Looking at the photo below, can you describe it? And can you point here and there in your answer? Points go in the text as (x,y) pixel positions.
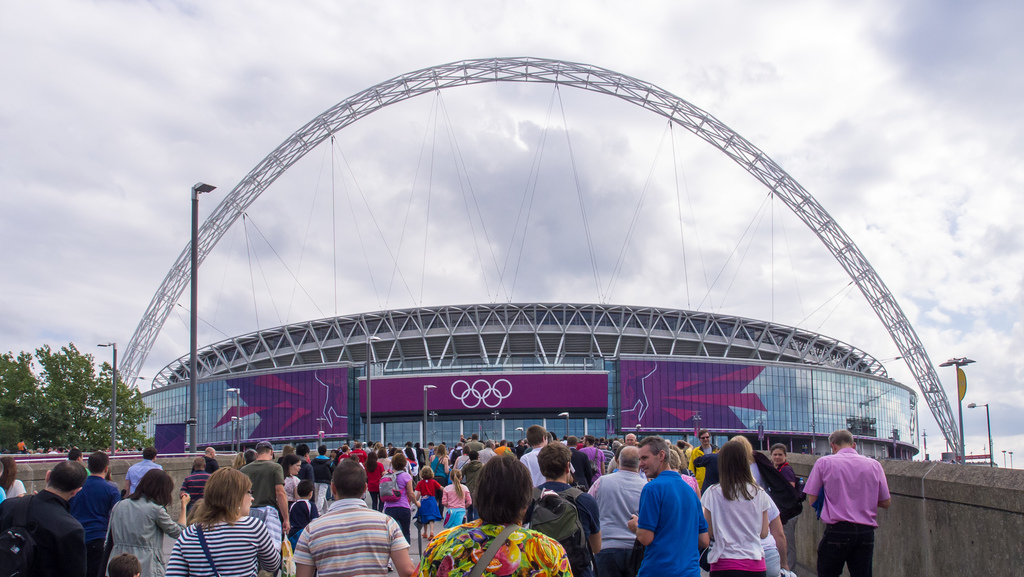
In this image we can see a building (442,404) with metal poles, the metal frame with wires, street poles (367,420), trees (126,435) and the sky (461,240) which looks cloudy. On the bottom of the image (77,554) we can see a group of people (513,546) standing.
